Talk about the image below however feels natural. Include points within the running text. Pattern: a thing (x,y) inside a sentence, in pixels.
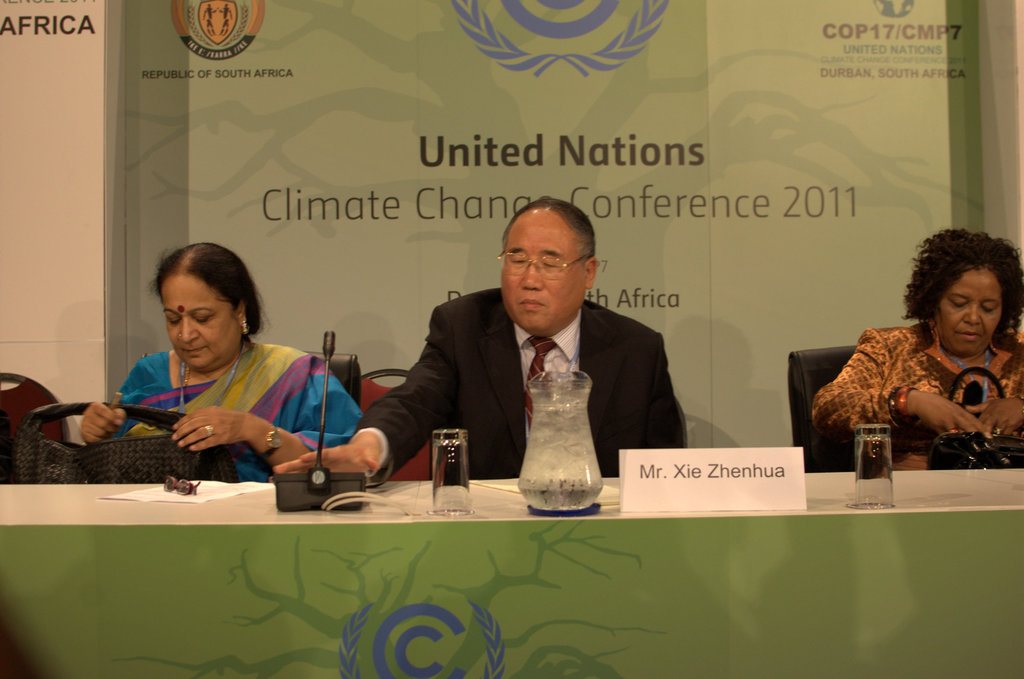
In this picture we can see there are three people (462,318) sitting and in front of the people (459,333) there is a table (638,557) and on the table (734,513) there are glasses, jar (559,416), name board (670,488), microphone (325,353), paper (220,492) and other things (190,486). Behind the people (506,404) there is a board (365,132).
